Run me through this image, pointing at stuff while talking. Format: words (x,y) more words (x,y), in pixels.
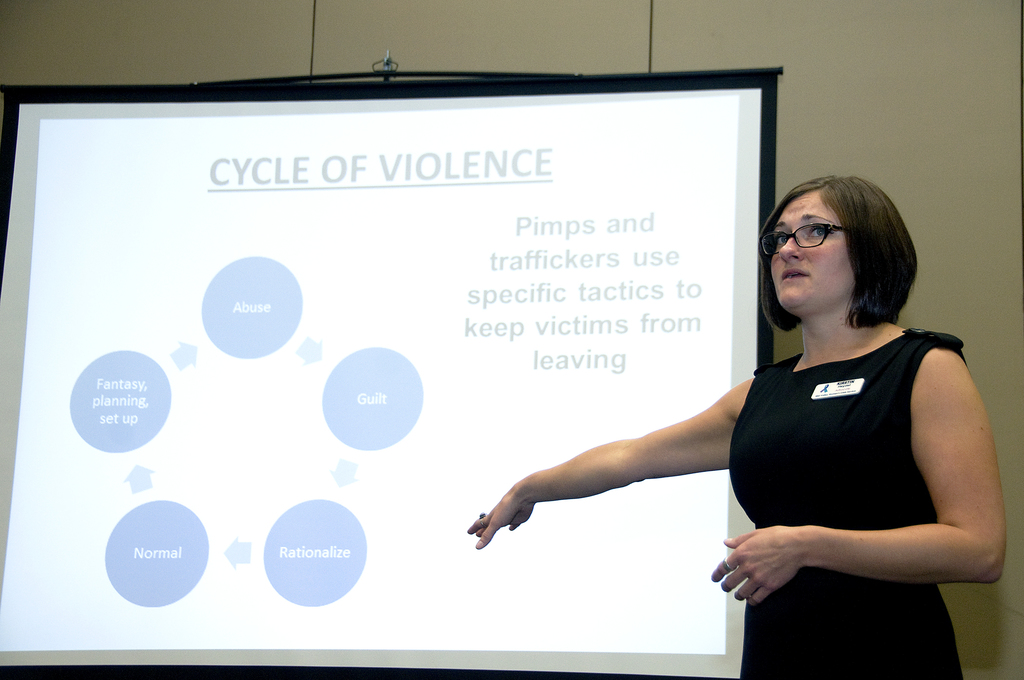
On the right side of the image (726,400) we can see a woman (812,355), she wore spectacles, behind her we can see a projector screen (377,403).
